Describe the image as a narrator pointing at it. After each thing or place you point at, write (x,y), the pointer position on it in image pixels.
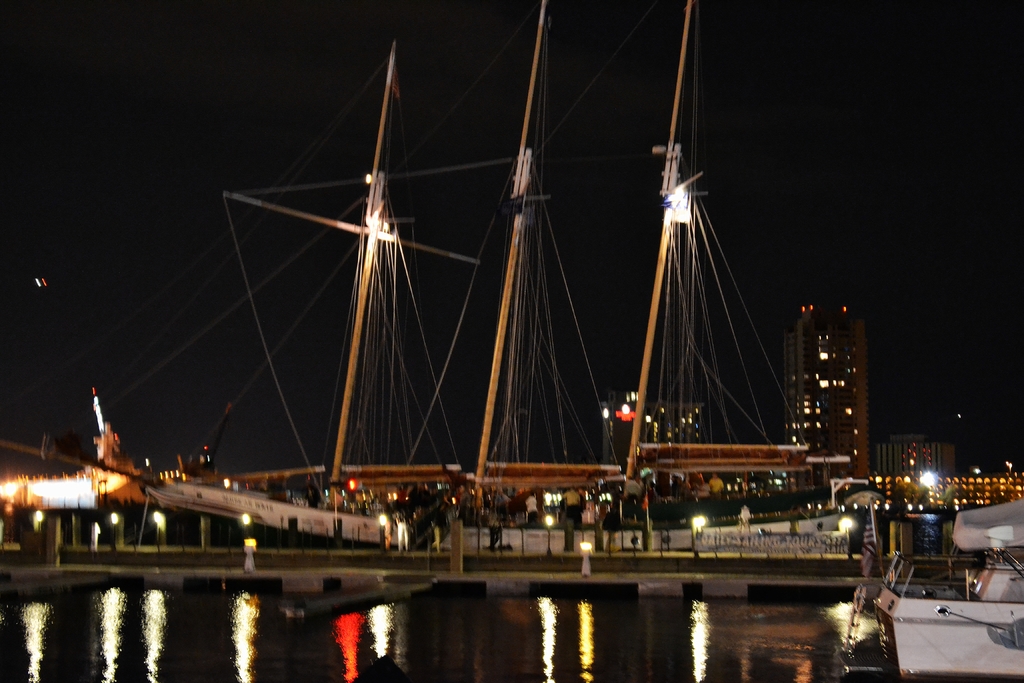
In this picture we can see a group of people (444,498) on the ship (355,519) and there are poles (366,285) with cables (410,459) on the ship (371,516) and in front of the ship (625,526) there is water (360,629) and behind the ship (310,513) there are buildings (787,426).
